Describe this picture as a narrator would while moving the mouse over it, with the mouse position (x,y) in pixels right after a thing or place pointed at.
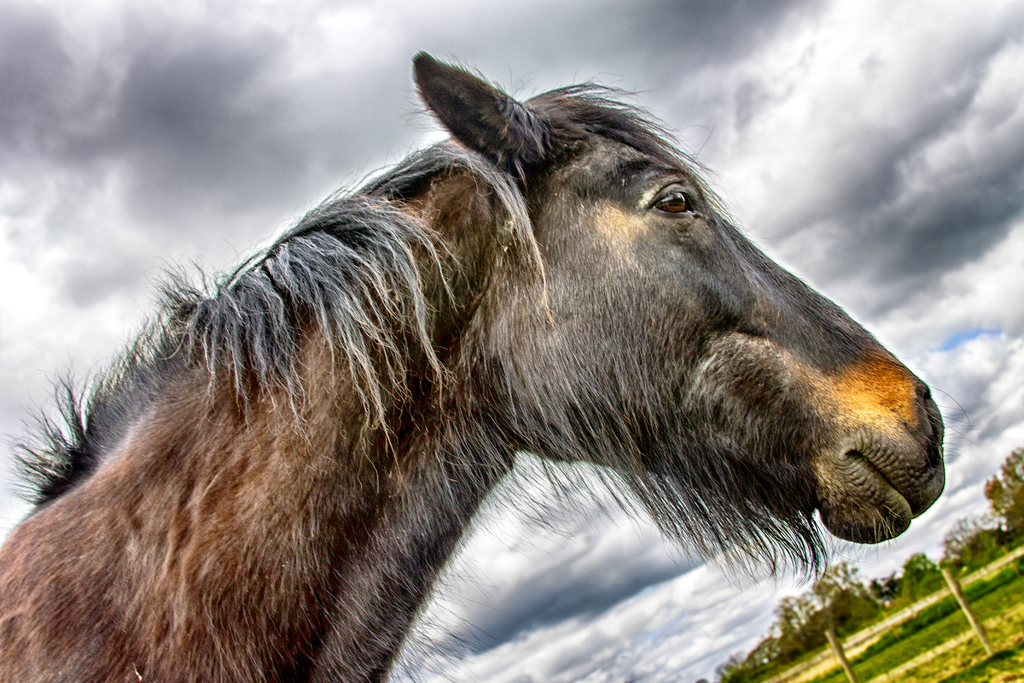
In this image we can see one animal (731,412), some trees (857,625), some poles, some bushes (1000,530) and some green grass (954,629) on the ground (985,671). At the top (153,227) there is the cloudy sky (679,645).
